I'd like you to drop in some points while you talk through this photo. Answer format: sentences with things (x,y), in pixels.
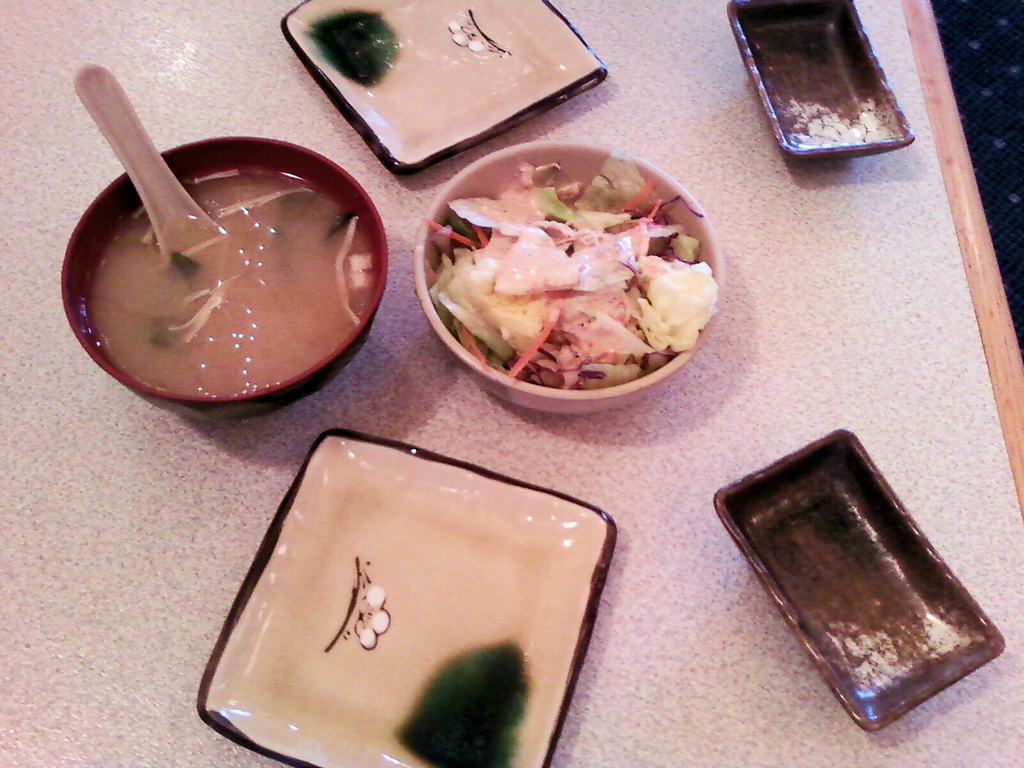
This image consists of bowls (422,239) in which we can see a soup (303,315) and salad (556,281), which are kept on the table (672,567).
